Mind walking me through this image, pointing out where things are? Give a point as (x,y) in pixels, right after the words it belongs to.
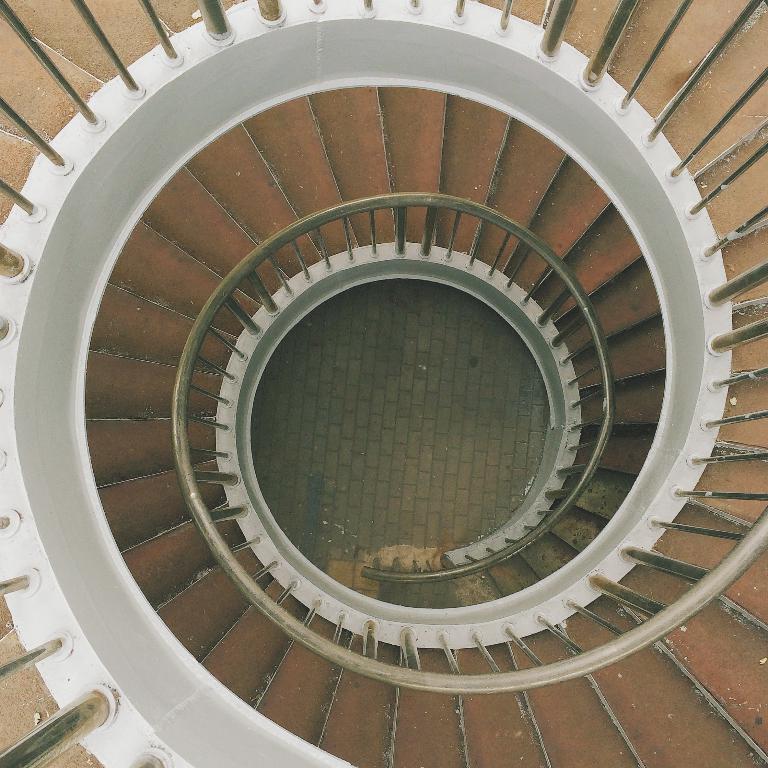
In this image we can see stairs (345,637) and there are railings (360,661).
